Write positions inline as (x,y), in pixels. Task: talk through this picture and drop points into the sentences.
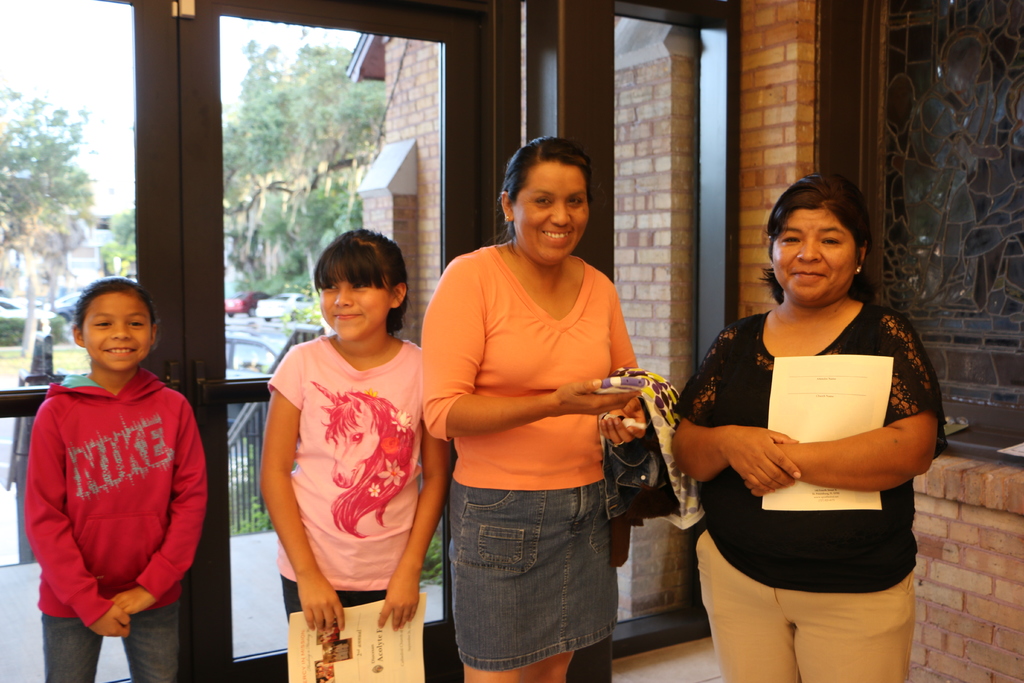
In this image we can see two women (745,502) and two girls (114,533) are standing. One woman (804,444) is wearing black top (786,537). And the other woman (547,372) is wearing orange top (525,392) with skirt (497,532) and holding mobile (618,379) in her hand (601,402). One girl (379,429) is wearing pink t-shirt (349,506) and holding paper (369,635) in her hand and the other girl (123,467) is wearing dark pink color hoodie (92,510). Behind door (218,140) is there and behind the door (264,161) trees (40,240) are present.
